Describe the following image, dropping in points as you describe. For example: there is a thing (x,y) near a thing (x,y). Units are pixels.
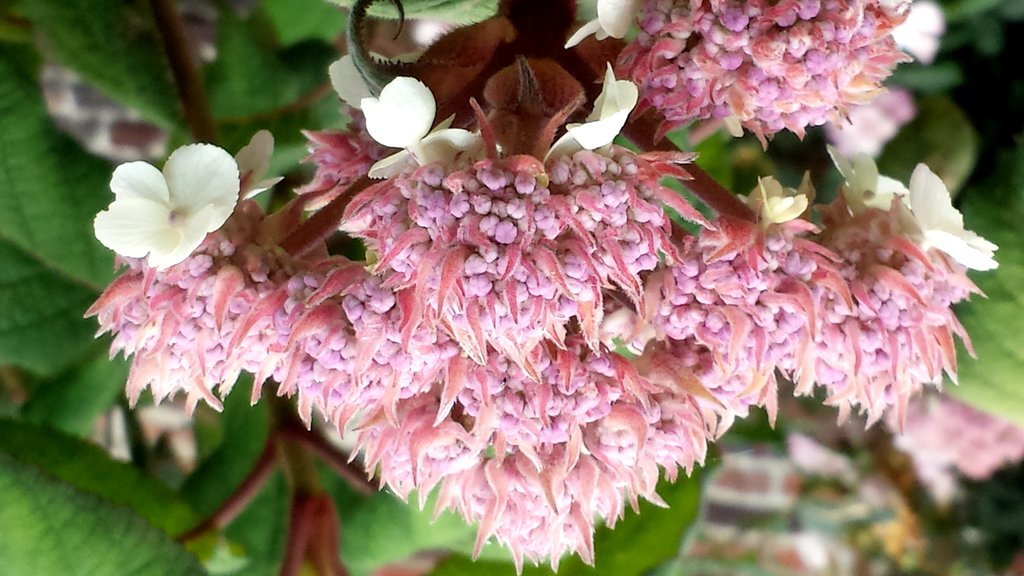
In foreground of the picture (455,268) there are flowers (508,167). The background (794,538) is blurred. In the background (839,471) there are leaves (130,73) and flowers (940,438).
